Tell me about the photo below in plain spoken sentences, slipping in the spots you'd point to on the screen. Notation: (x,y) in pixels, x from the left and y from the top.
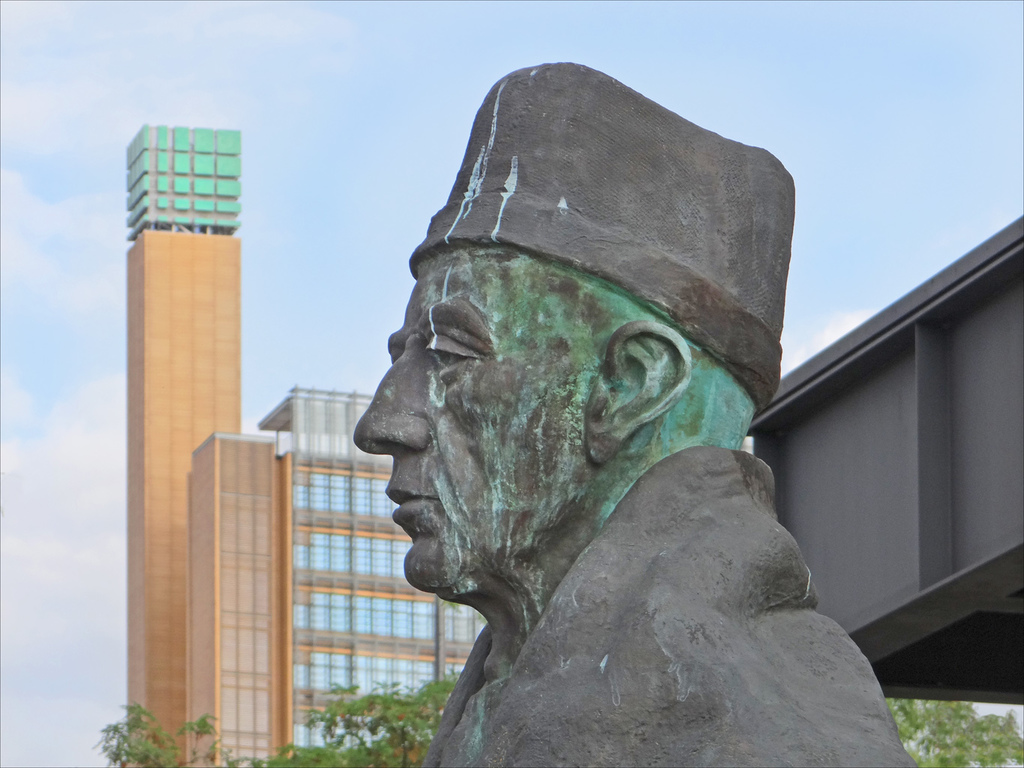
In the image we can see a sculpture (722,624) of a person (688,643), this is a building (301,598), tree (409,749) and a cloudy sky (100,427).
